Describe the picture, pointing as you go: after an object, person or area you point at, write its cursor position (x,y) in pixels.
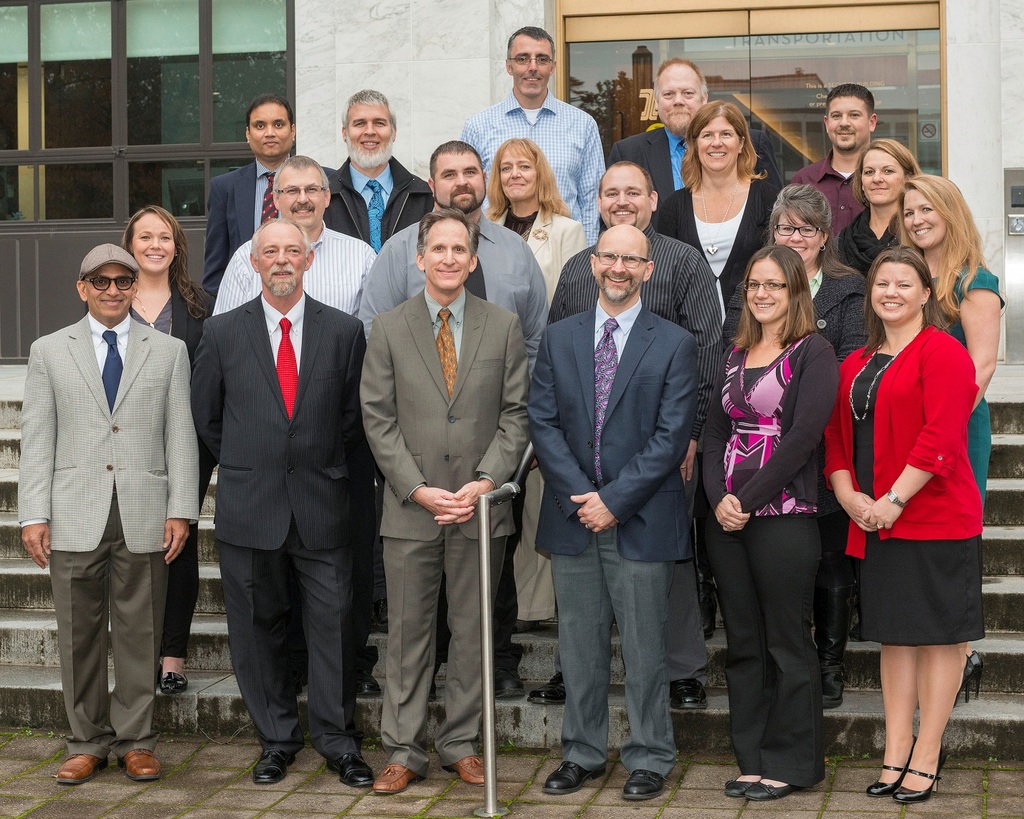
Here we can see group of people (507,561) and they are smiling. In the background (426,43) we can see a wall (434,112) and glasses (904,118). On the glass (760,39) we can see the reflection of a building (796,135).
